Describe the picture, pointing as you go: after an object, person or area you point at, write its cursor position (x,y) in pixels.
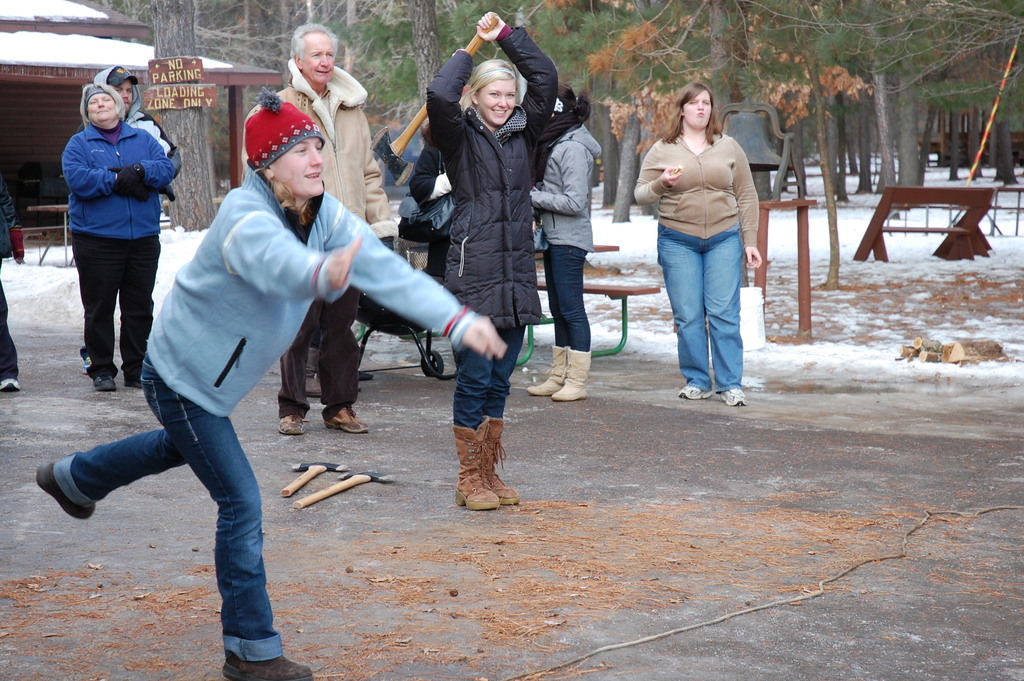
In this image we can see persons (292,375) standing on the ground (393,472) and one of them is holding an axe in her hands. In the background (200,59) we can see sign boards (159,64), shed (47,117), snow (44,54), trees (213,39) and benches (880,228).
